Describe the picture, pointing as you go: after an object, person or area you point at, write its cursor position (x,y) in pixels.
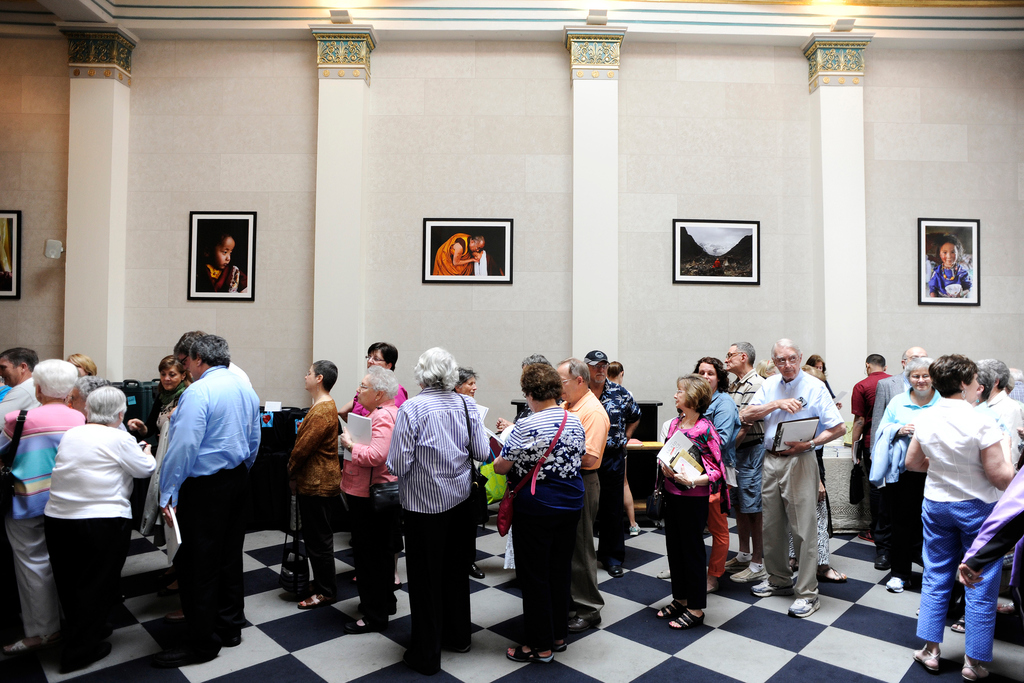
In this picture, we see many people (479,461) are standing and most of them are holding the books (357,436) in their hands (347,444). In the background (482,349), we see the pillars (352,330) and a white wall (27,288) on which photo frames (436,271) are placed. At the top (491,11), we see the lights (598,23) and the ceiling (964,14) of the room (709,639). At the bottom (745,632), we see the floor (832,625).
